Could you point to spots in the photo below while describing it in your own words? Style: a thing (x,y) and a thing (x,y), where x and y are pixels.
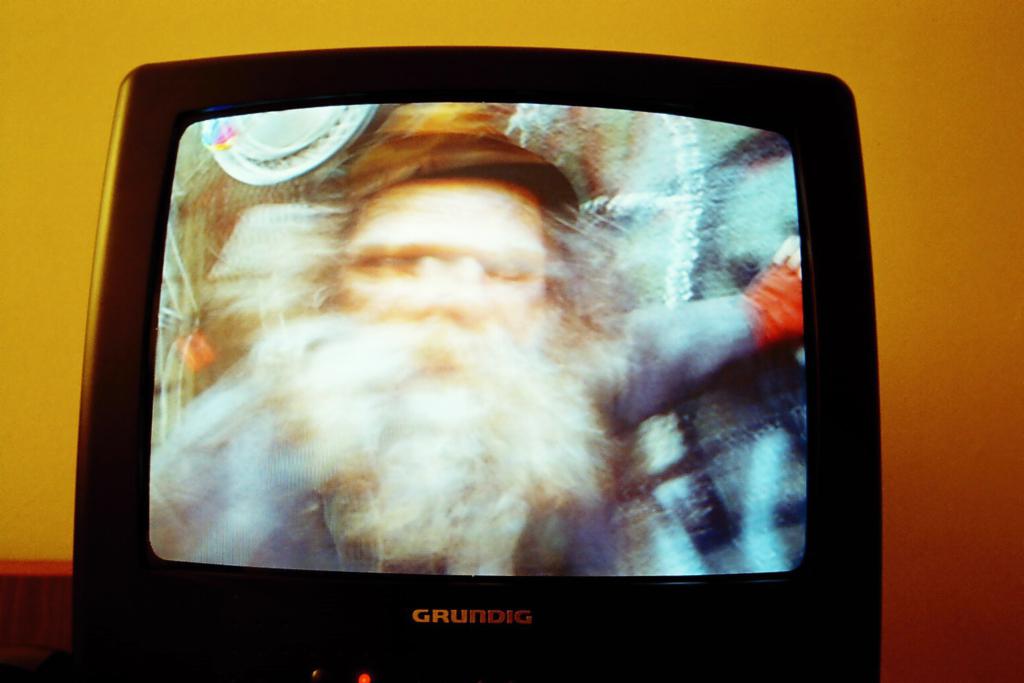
In this picture I can see a television (85,639), and in the background (976,188) there is a wall (956,269).
